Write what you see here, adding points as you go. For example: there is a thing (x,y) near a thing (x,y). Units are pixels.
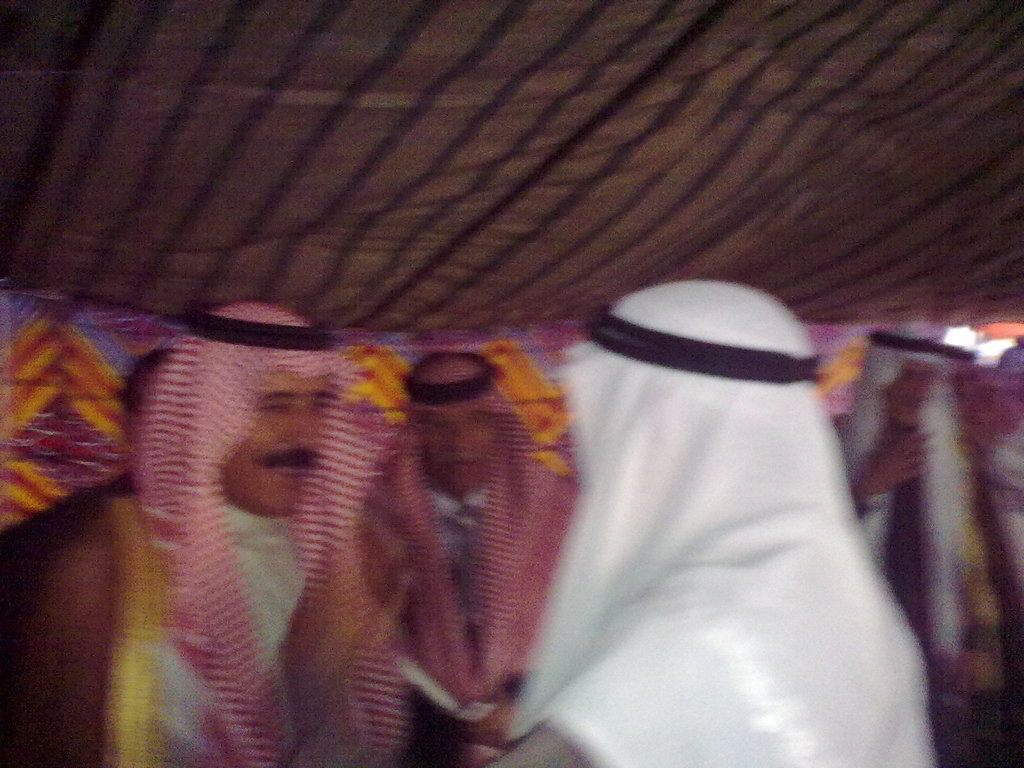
In this picture there are people (669,486) in the center of the image (573,414), inside a tent (619,278).
